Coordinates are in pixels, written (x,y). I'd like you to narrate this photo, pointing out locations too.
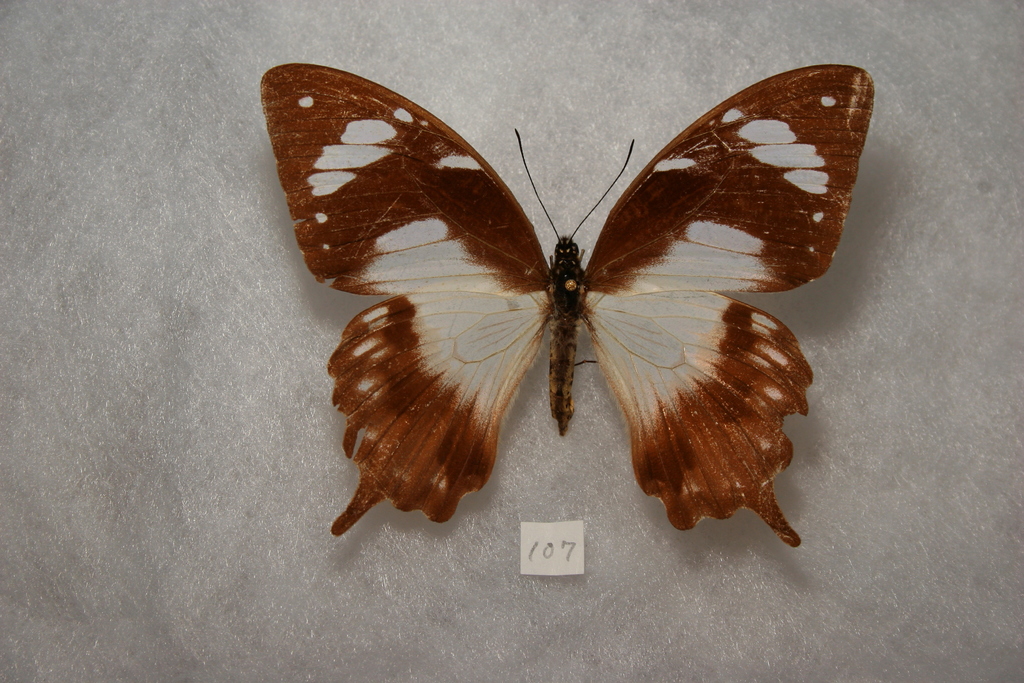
In this image I can see white colour surface (254,309) and on it I can see a brown and white colour butterfly (501,339). On the bottom side of this image (570,524) I can see a white colour paper (567,541) and on it I can see few numbers (562,552) are written.
